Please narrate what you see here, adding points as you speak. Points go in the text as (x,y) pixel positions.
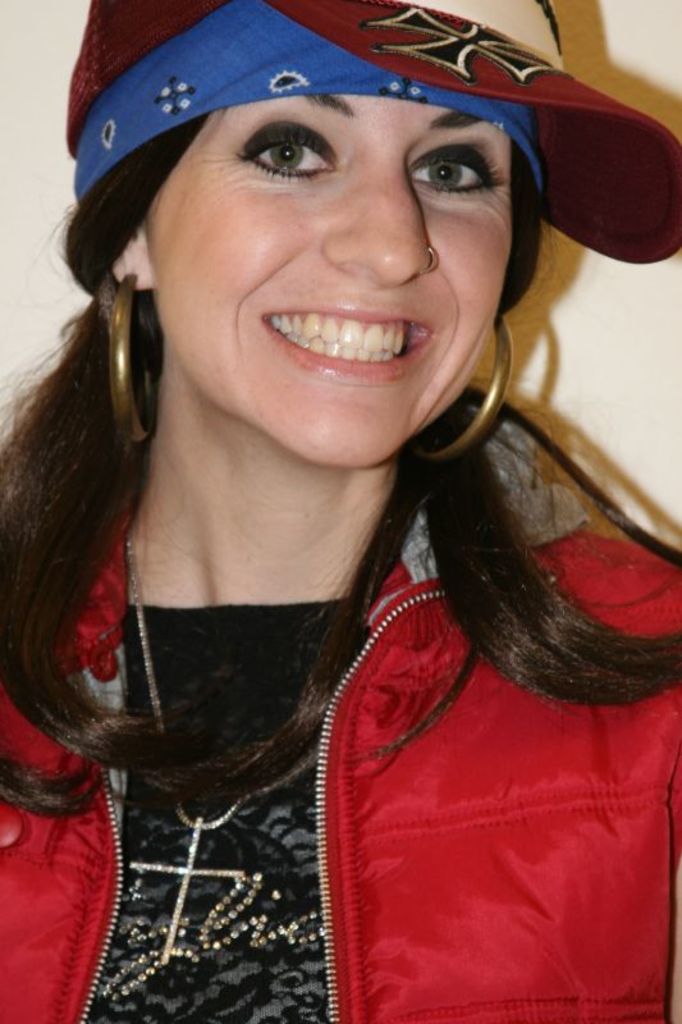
In this image I can see the person (367,738) and the person (294,652) is wearing red and black color dress (376,760) and I can see the cream color background (640,321).
